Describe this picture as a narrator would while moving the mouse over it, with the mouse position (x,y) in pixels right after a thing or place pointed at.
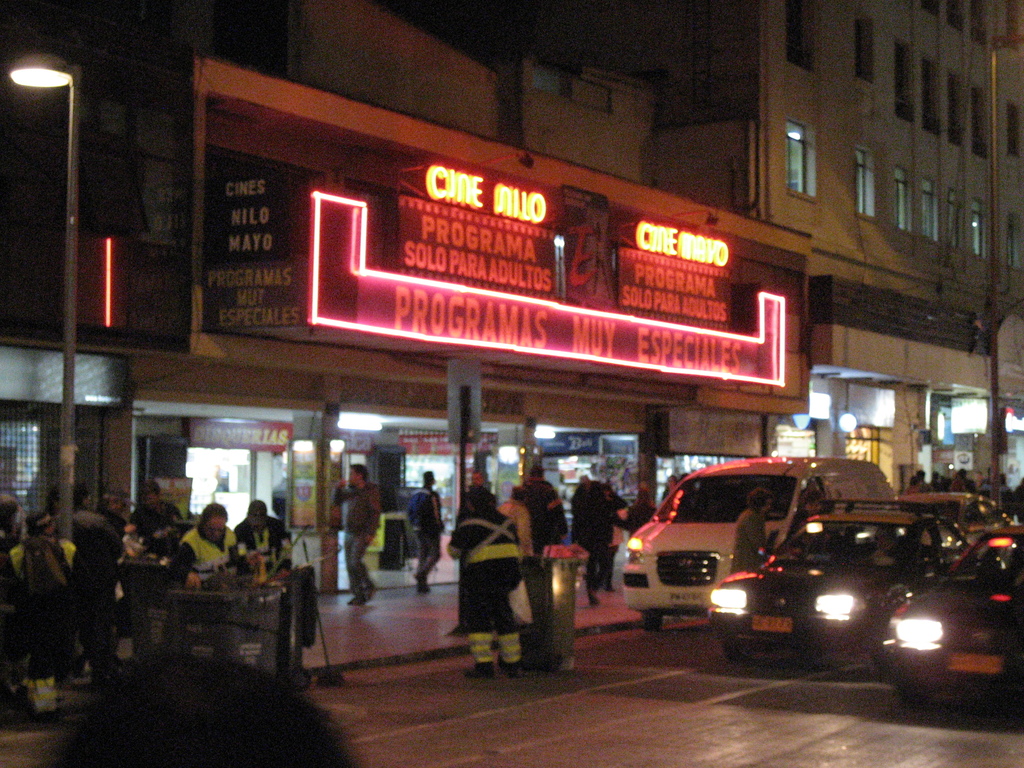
This is a image taken outside a city (409,520). In the foreground of the picture (716,517) on the road (630,732), there are vehicles (786,573). On the left (341,618) there is a footpath (401,588), on the footpath (386,612) there are people (357,540) walking, on the footpath (381,624) there are dustbins (283,588) and street light (73,309). At the top (114,151) there are buildings (746,212), windows (957,117) hoardings (722,277) and lights (968,423).
